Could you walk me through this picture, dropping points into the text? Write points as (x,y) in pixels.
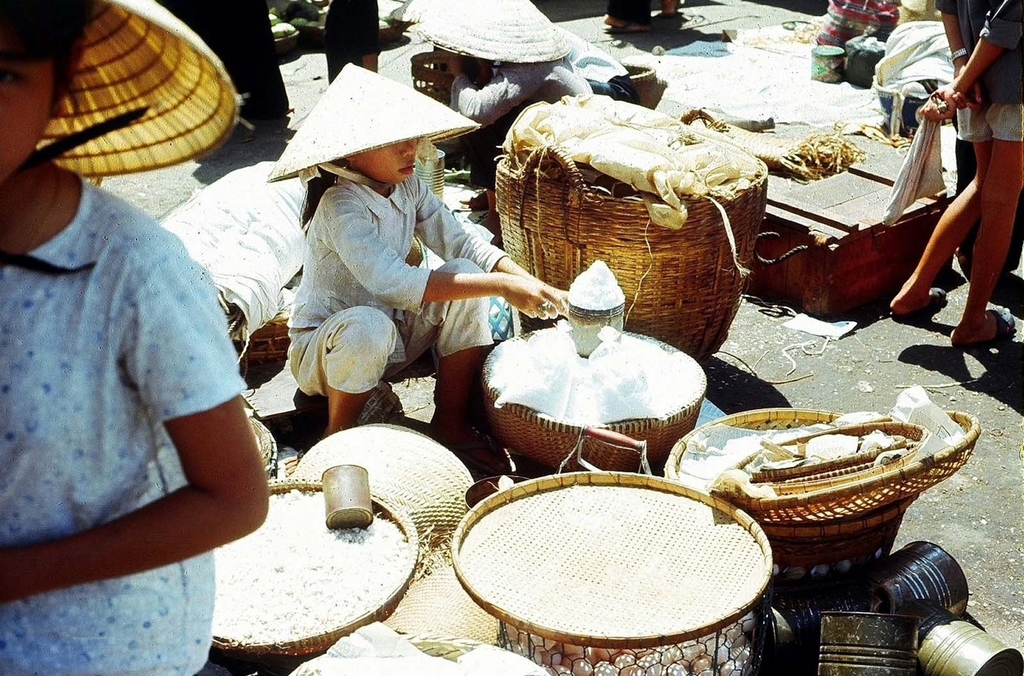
In this image I can see a girl (365,219) sitting on the road (995,503), around her there are so many baskets (652,545) with some food items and some other objects (970,630), also there are few people (27,334) standing at the road (910,367).
